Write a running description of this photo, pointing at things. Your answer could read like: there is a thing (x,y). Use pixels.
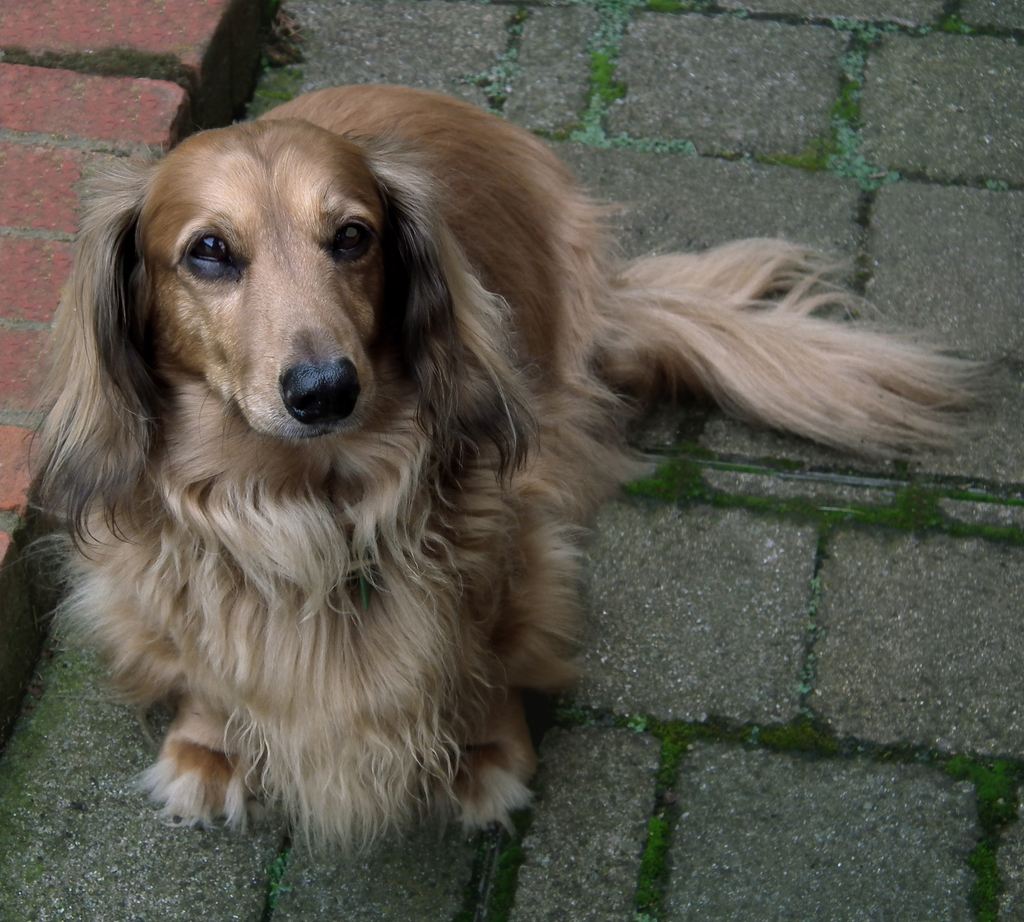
In this picture we can see a dog (136,669) on the floor (902,95) and in the background (87,106) we can see bricks platform (92,121).
